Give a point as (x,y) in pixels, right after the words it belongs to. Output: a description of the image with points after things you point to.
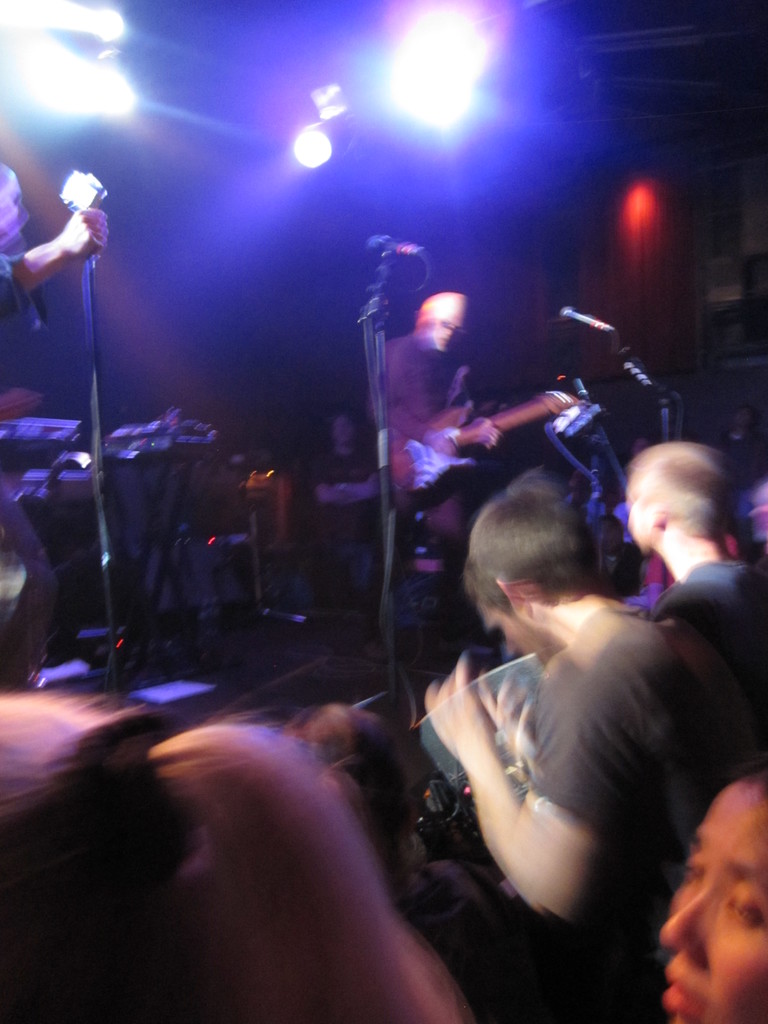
This is the picture of group of People (548,760) standing at the right side (694,938) and there is a Person (416,371) standing in the center (428,492) and playing Guitar (499,417). There is a microphone (383,244) attached to the stand (387,438). There are some Musical instruments (125,438) at the left side (27,434) and there is a person (3,230) standing at the left corner (71,233) and in the background (332,97) there are some focusing lights (324,105).
